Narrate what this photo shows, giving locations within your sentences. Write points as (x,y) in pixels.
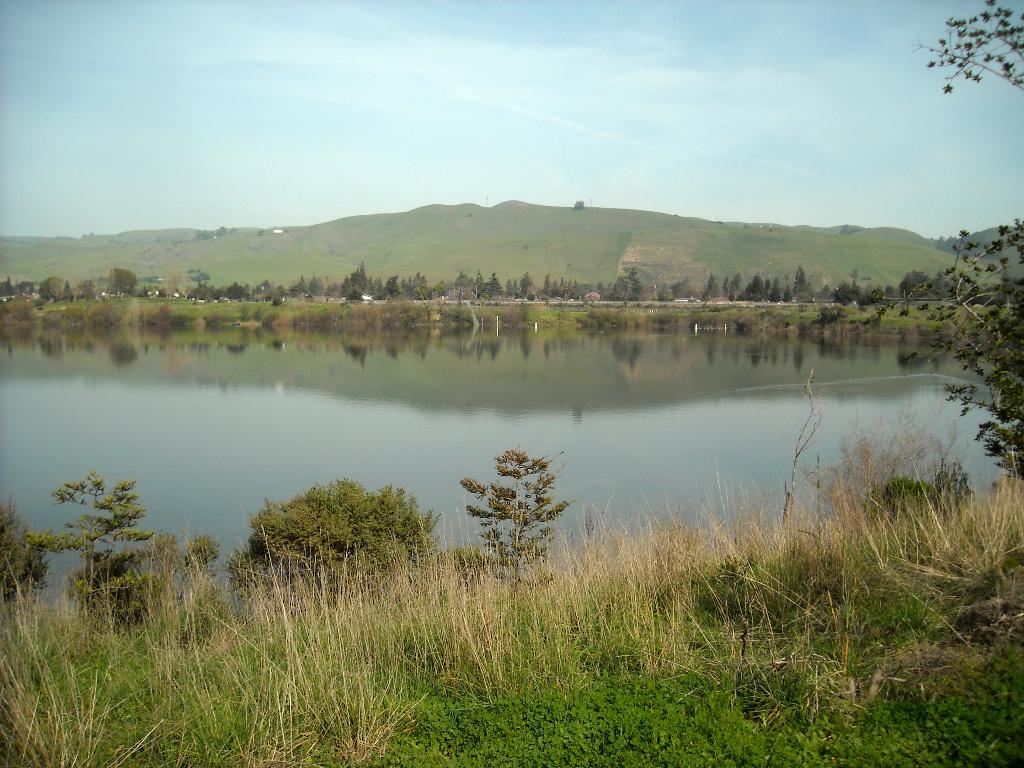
This picture might be taken from outside of the city. In this image, on the right side (1007,262), we can see some trees (1009,241) and plants (1019,756). On the left side (57,297), we can also see some trees (37,302). In the background (317,340), we can see a water (253,387) in a lake (226,345), trees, houses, grass (276,255). At the top (745,168), we can see a sky (698,208) which is cloudy, at the bottom (743,563), we can see some plants (1003,738) and a grass (592,652).
